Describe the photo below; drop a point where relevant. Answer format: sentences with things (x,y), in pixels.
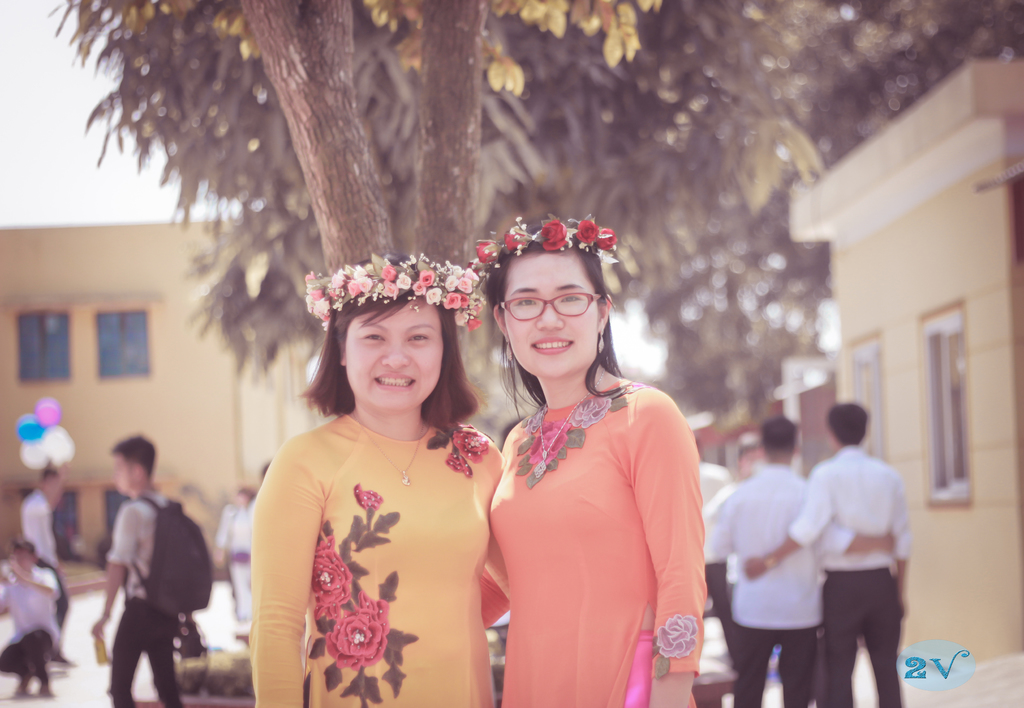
In the image we can see two women (508,516) standing, wearing clothes (451,588), neck chain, flower crown (434,288) and they are smiling. The right side woman (559,455) is wearing spectacles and earrings (602,348). Behind them there are other people (164,498) wearing clothes (139,508). Here we can see the balloon (73,443) and trees (581,93). We can even see there are houses (911,258) and the sky (65,162). The background (103,140) is slightly blurred and on the bottom (911,658) we can see the watermark (963,663).
